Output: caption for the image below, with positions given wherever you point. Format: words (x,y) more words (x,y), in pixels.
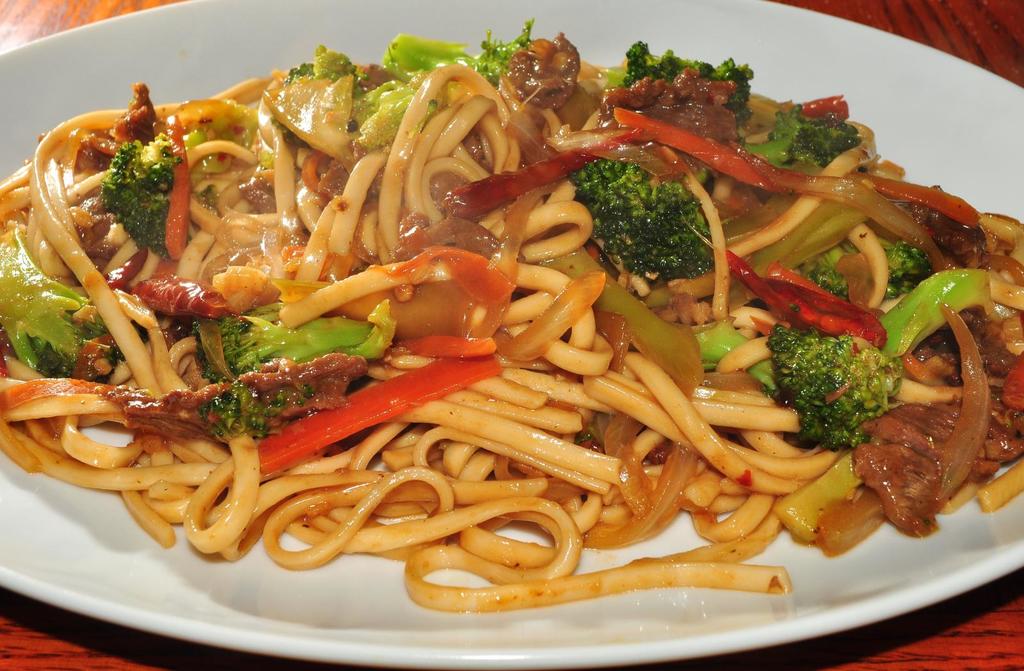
In this picture we can see some noodles (350,468), broccoli (801,391) and other food items (371,421) in a plate (334,20). This plate (480,16) is on a wooden table (24,43).
